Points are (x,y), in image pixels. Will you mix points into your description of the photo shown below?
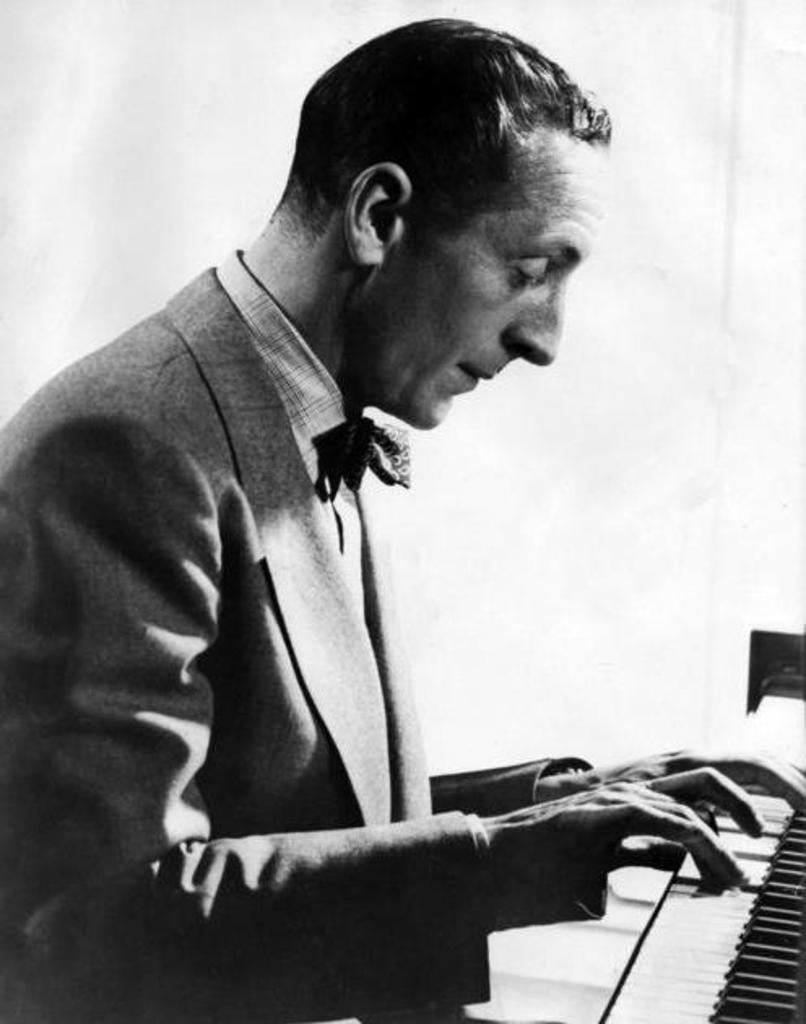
here a man (12,699) plays piano (782,671).
